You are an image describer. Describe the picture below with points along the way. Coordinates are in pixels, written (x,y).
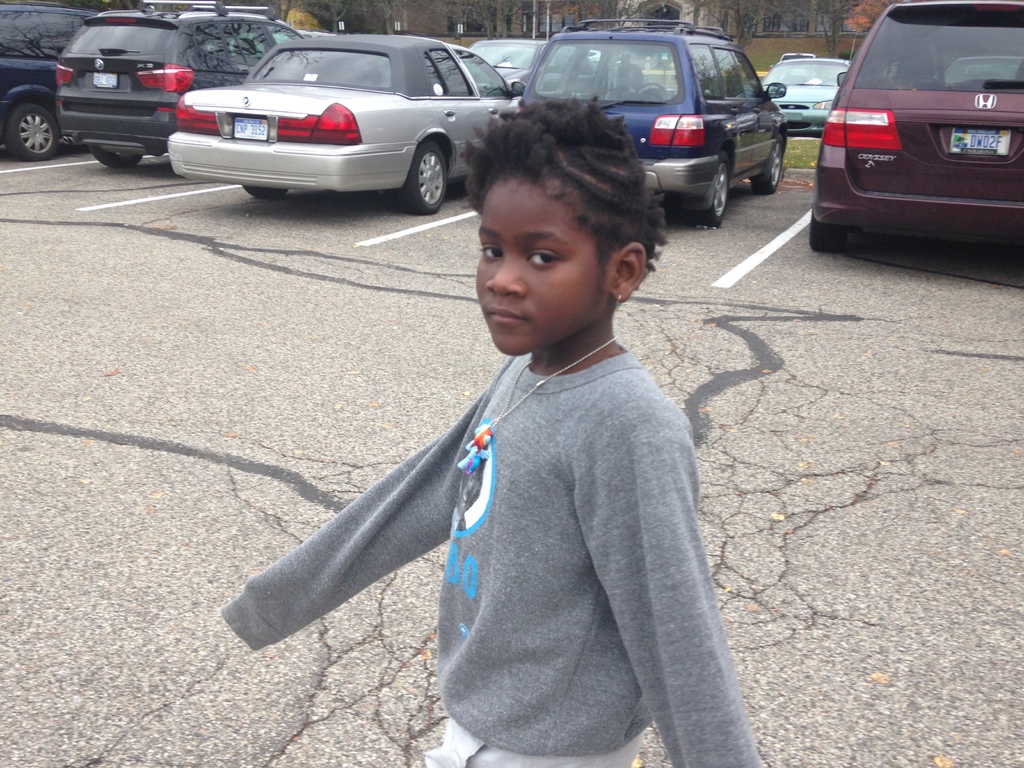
In this image we can see a kid (434,500) wearing grey color sweatshirt (497,534) walking on road (815,485) and in the background of the image (347,131) there are some vehicles (307,113) which are parked on the road (71,396), there are some trees (865,16) and some houses (441,15).
